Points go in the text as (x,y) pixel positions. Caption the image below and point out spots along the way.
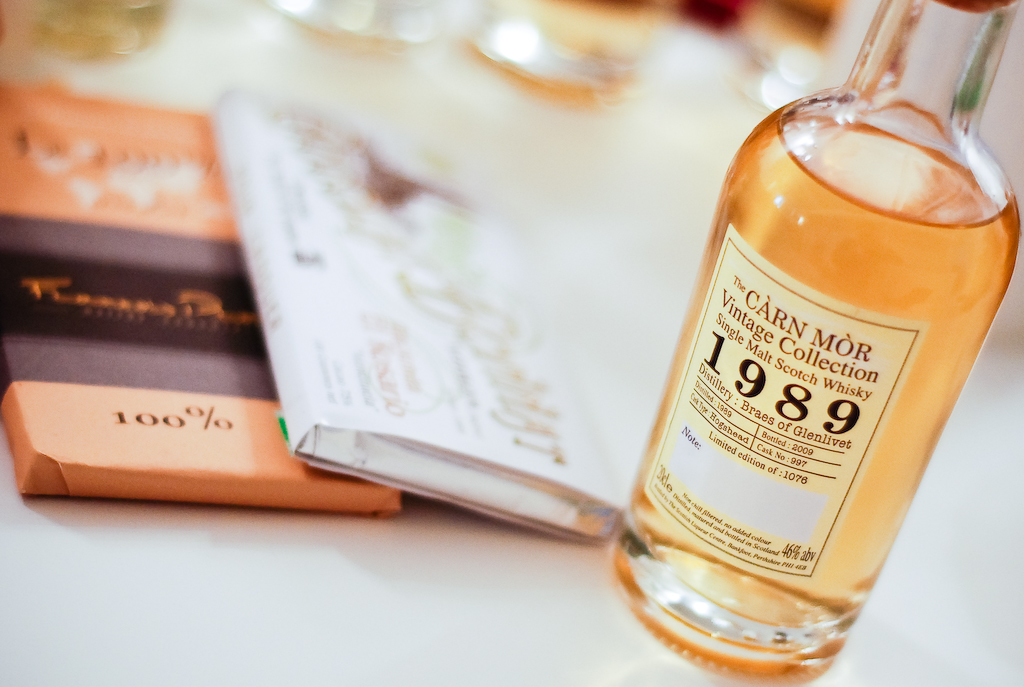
In this image i can see a table (660,204) on the table (674,223) there is a bottle (809,248) contain a drink (821,212) and there are some chocolate bars (252,411) kept on the table (155,555) and there is a label (764,388) attached to the bottle (794,366).
